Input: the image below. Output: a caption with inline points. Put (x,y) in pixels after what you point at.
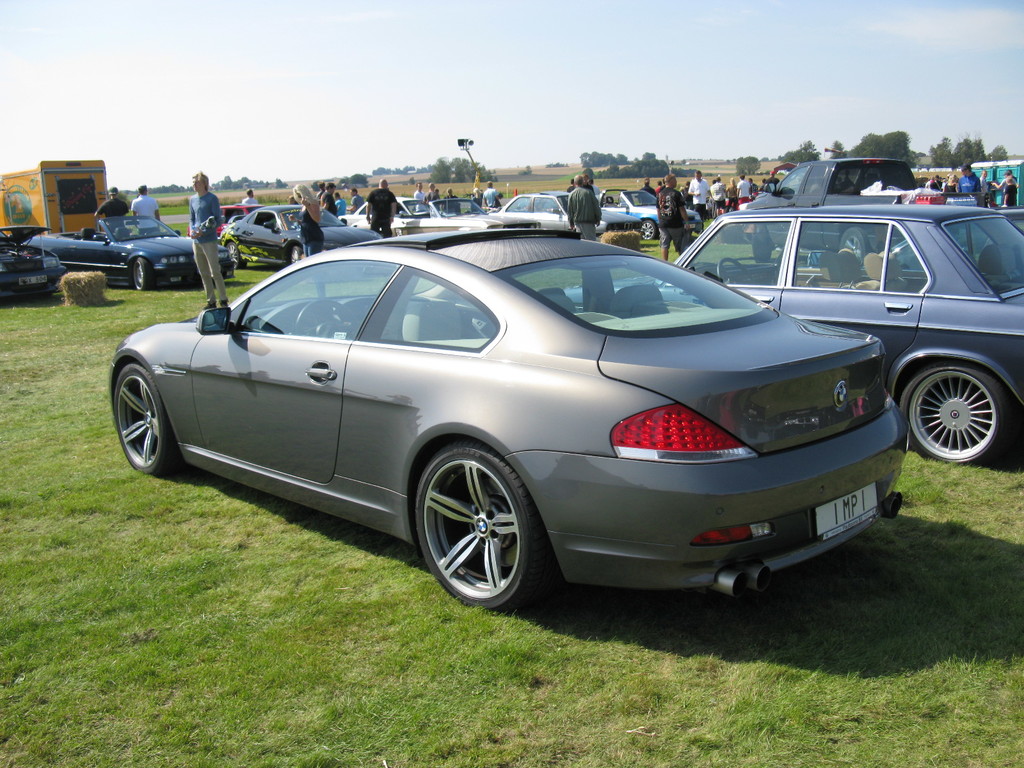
In this image I can see many vehicles (574,410) are on the ground (318,600). In-front of these vehicles (242,298) I can see the group of people (313,230) with different color dresses (720,202). In the back (446,160) I can see many trees (408,169), clouds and the sky (290,79).
